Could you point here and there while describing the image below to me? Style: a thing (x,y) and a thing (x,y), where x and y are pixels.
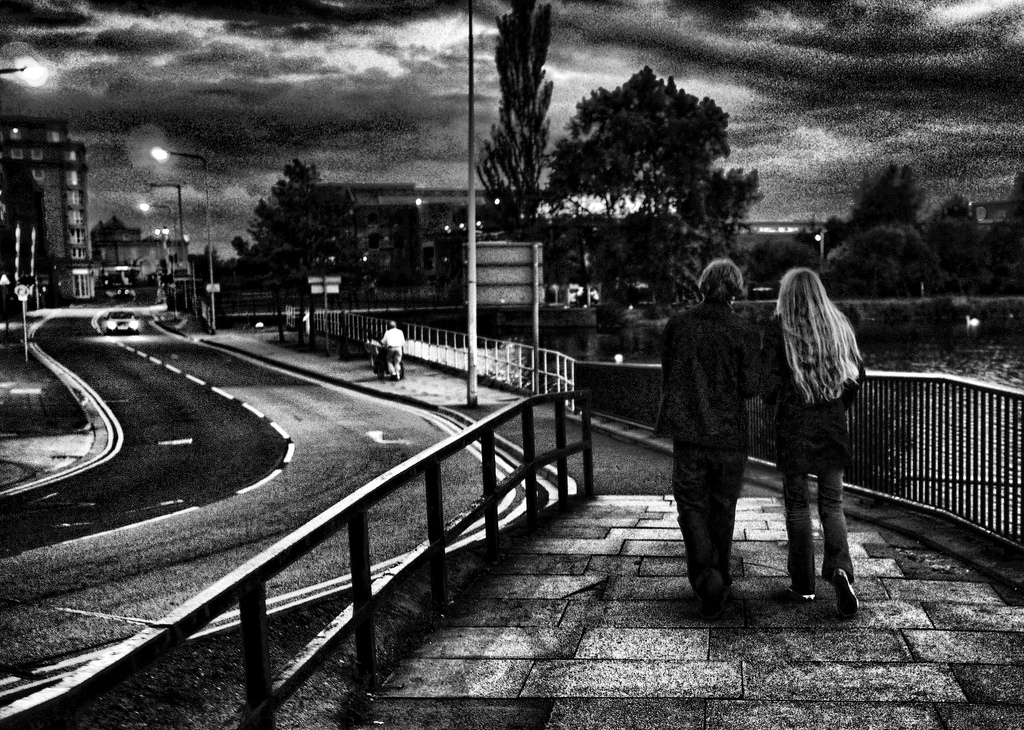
In this picture I can observe a couple (688,428) walking in the path (664,517) on the right side (719,498). I can observe a railing (1010,464) on either sides of the couple (685,397). In the background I can observe trees (509,187), buildings (384,206) and sky (561,111).
